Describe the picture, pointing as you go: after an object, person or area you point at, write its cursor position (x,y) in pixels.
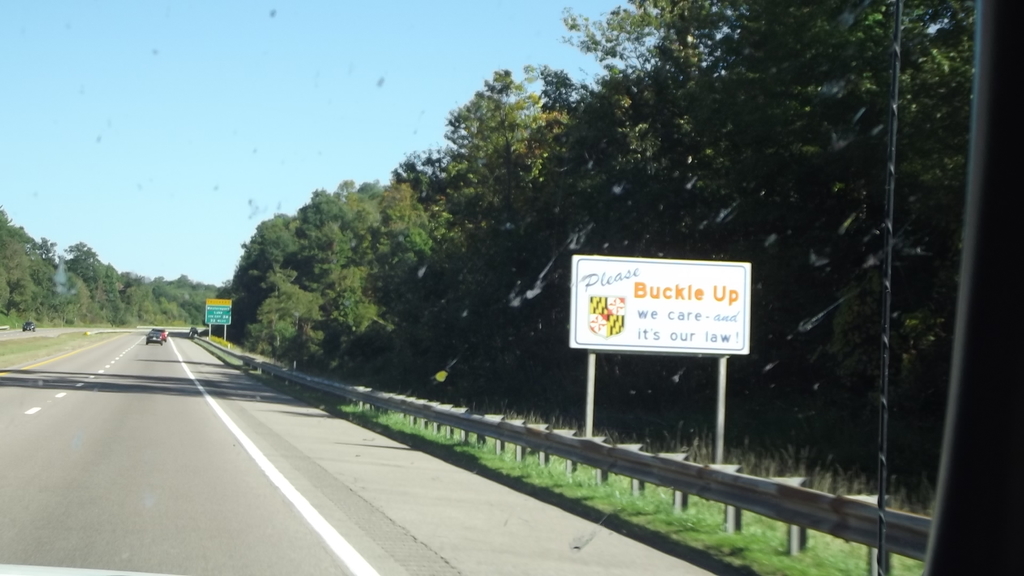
In this picture we can see cars (159,331) on the road (151,346). Here we can see boards (225,310), poles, grass (843,573), and trees (384,315). In the background (306,132) there is sky (287,98).
